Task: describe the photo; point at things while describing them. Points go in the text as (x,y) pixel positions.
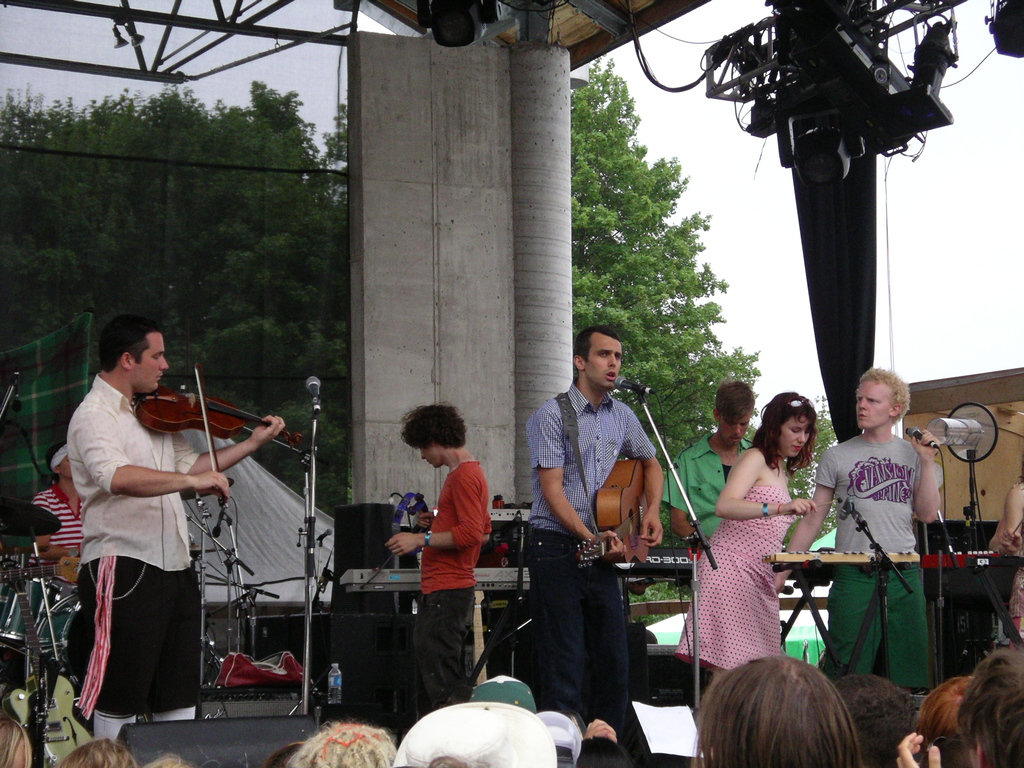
In this image i can see few persons (716,553) playing musical instrument (636,484) at the back ground (572,210) i can see a pillar (554,181), tree (598,170), sky (688,139).
